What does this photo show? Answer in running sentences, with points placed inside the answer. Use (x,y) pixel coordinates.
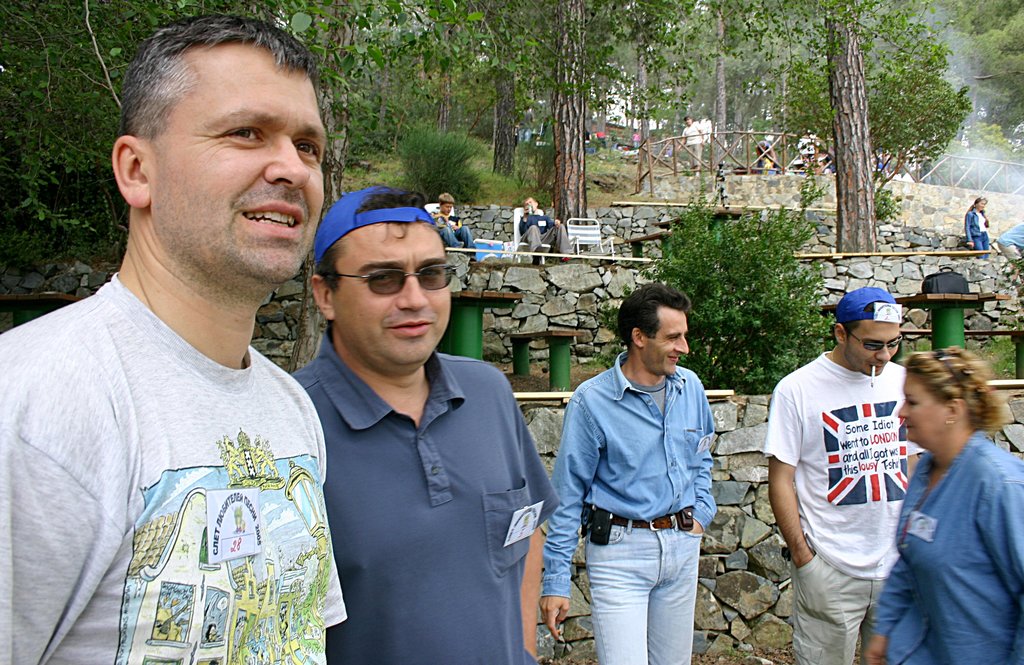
In the foreground of this image (696,472), there are four men (877,461) and a woman (939,563). In the background (731,532), there is a stone wall (745,464), few trees (865,158), tables (474,310), benches (580,336), railing (663,164) and few persons (567,234) sitting and standing and also we can see smoke (984,170) on the right (990,118).
